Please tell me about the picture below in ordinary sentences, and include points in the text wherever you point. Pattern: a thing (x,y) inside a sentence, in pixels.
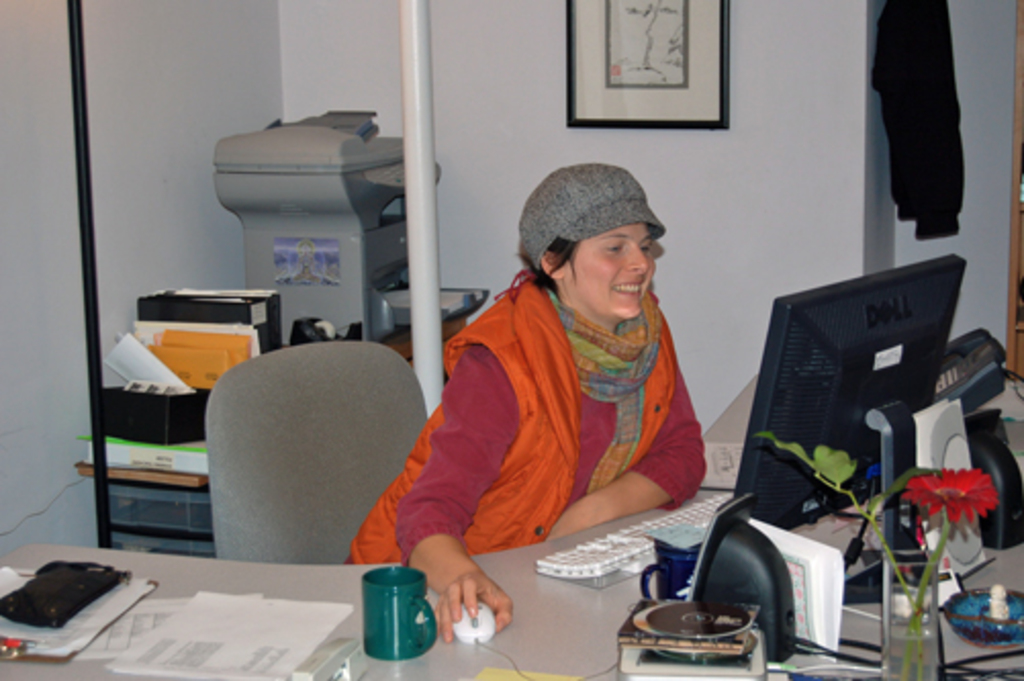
This is a picture of a lady (459,352) sitting on the chair (299,411) in front of a desk (537,599) and on the desk (544,590) we have a monitor (850,366), cup (393,652) and a small plant (960,511) and also behind her there is a printer (303,225) and some papers (226,351) on the desk (177,476).
